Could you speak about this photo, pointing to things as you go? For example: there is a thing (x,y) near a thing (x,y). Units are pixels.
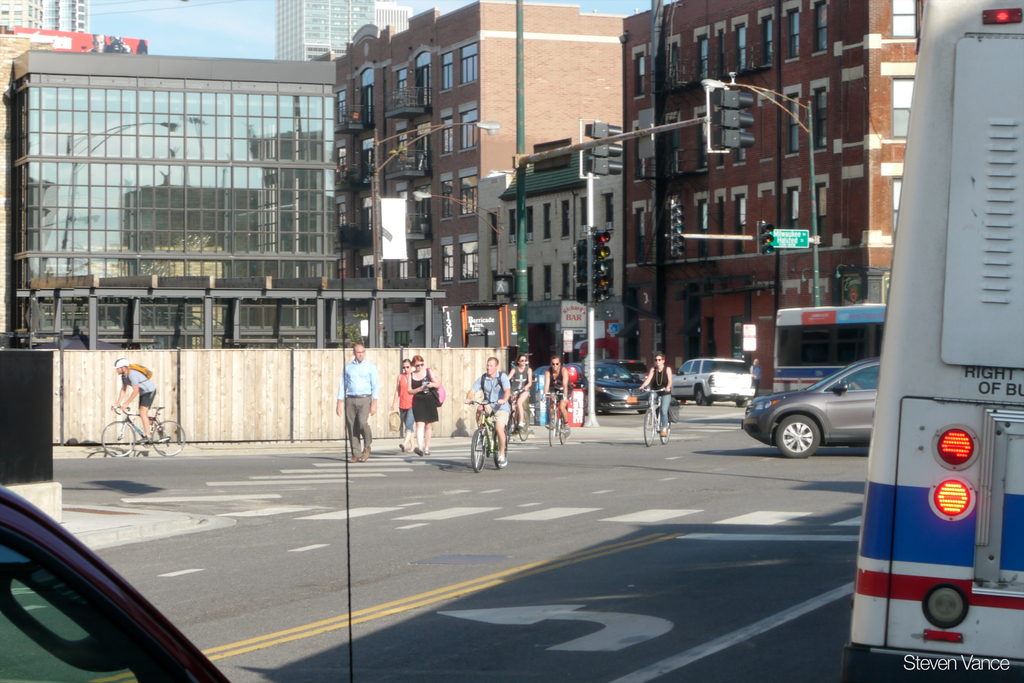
In this picture I can see vehicles (997,532) on the road (672,495), there are poles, boards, signal lights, buildings (862,186), group of people (499,406) cycling with the bicycles (483,406) on the road (376,453), and in the background (182,42) there is sky (199,32).
